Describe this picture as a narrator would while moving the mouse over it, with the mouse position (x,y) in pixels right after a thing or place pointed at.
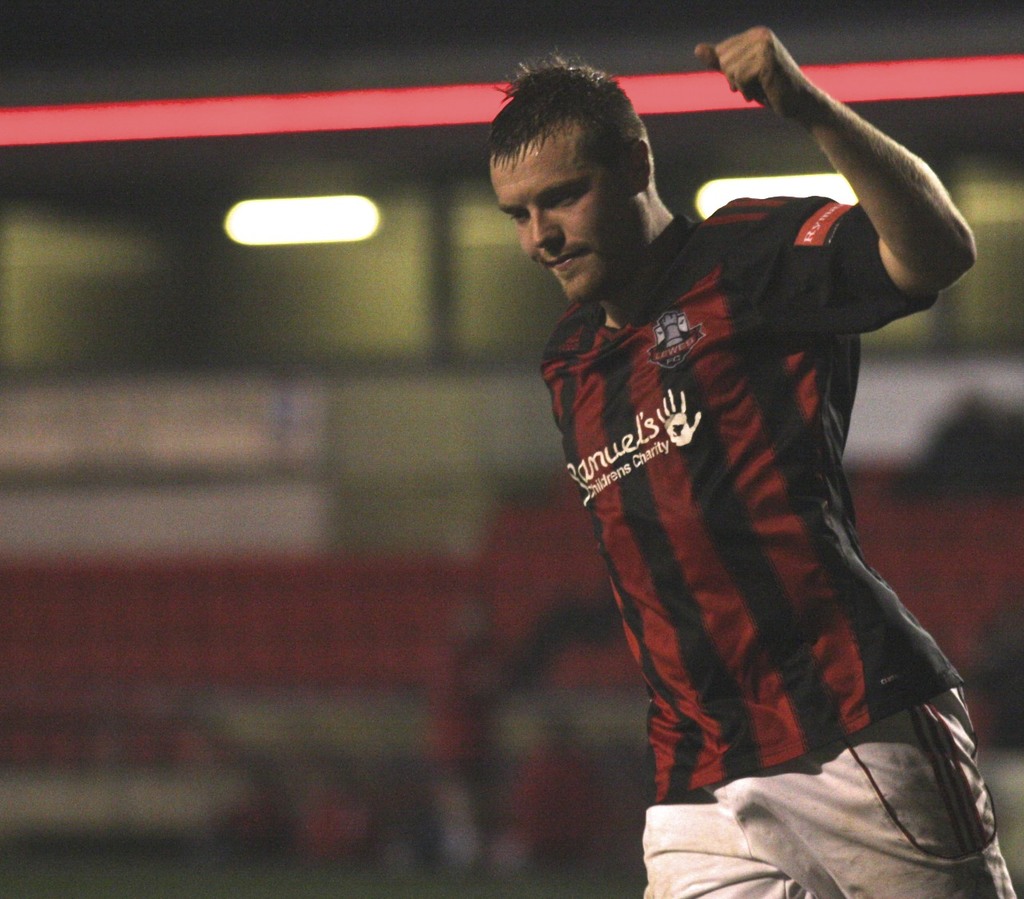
In this image I can see a person (600,94) wearing red and black shirt (801,673) and white color pant (825,795), and I can see blurred background (128,619).
